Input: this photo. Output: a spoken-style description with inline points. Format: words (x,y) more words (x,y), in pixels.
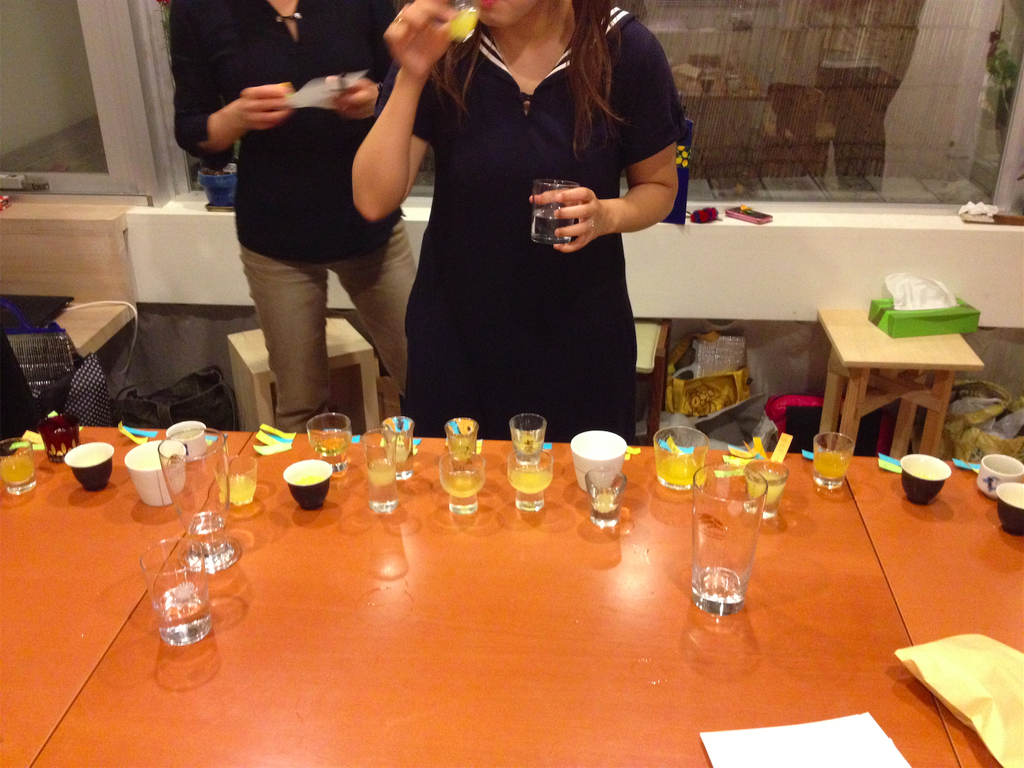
In this picture we can see couple of glasses (752,505), cups (987,459), and papers (939,683) on the table (495,531), in front of the table (786,542) a woman (588,215) is holding a glass (548,216) in her hand (565,199) and she is drinking, besides to her we can see a person (260,144).
